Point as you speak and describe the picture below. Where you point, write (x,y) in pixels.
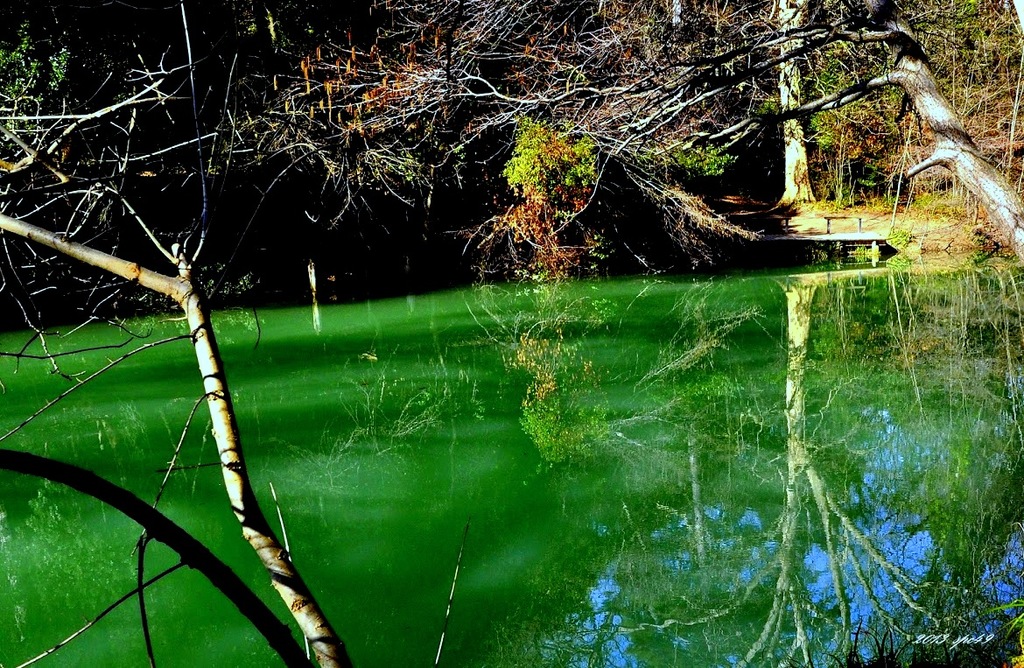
In this image we can see some trees (575,89), plants (992,108) and other objects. At the bottom of the image (433,539) there is water (476,456). On the water (205,415) we can see some reflections (931,477). On the left (255,598) and the right side of the image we can see a tree (255,598). On the image there is a watermark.
